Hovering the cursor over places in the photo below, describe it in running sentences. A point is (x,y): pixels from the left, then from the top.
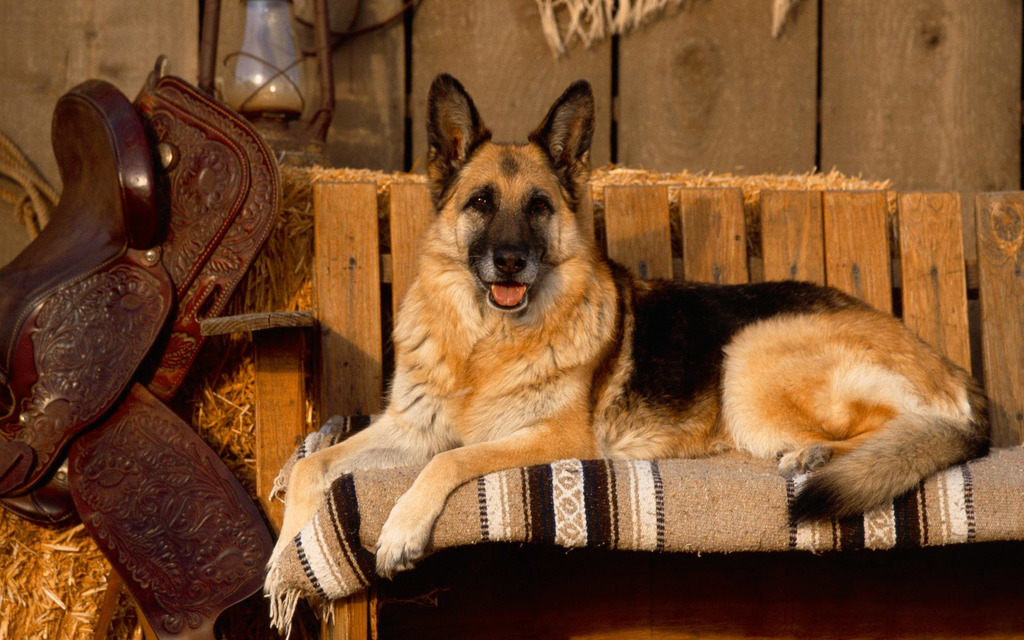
In this image a dog (669,371) is sitting on the sofa (646,479). Beside there is an object (149,463) on the grass (40,551). A lantern (320,114) is on the grass (308,186). Background (690,114) there is a wooden wall (676,116). Left side (33,171) there is a rope (10,165).
